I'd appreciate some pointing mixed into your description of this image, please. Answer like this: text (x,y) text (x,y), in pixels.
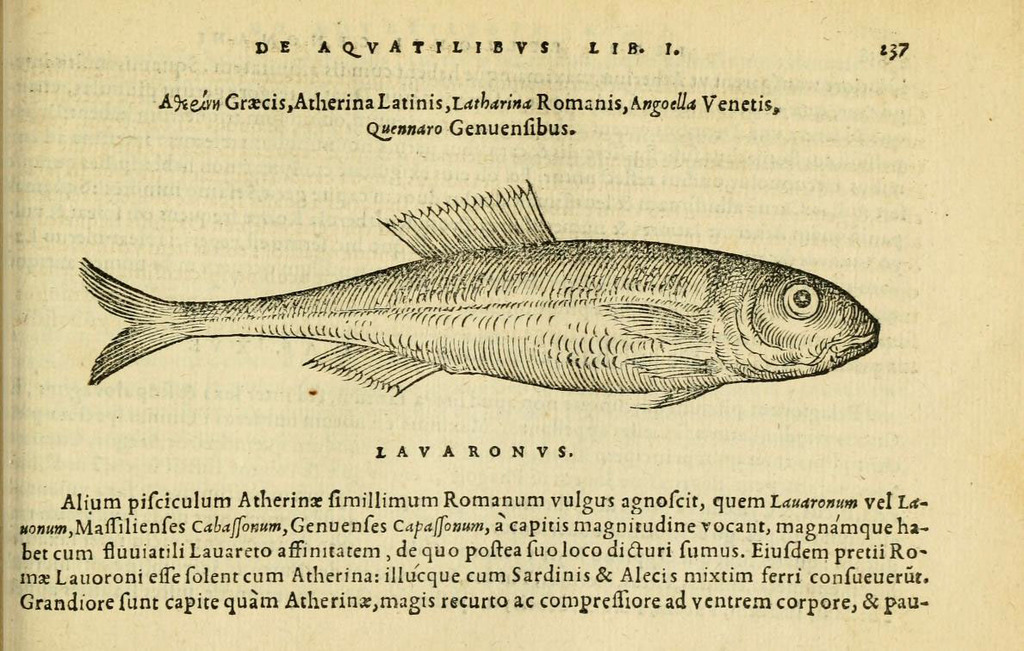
In this image I can see in the middle (634,253) there is the picture (578,315) of a fish (591,339), at the bottom (677,572) there is the text (644,580).
